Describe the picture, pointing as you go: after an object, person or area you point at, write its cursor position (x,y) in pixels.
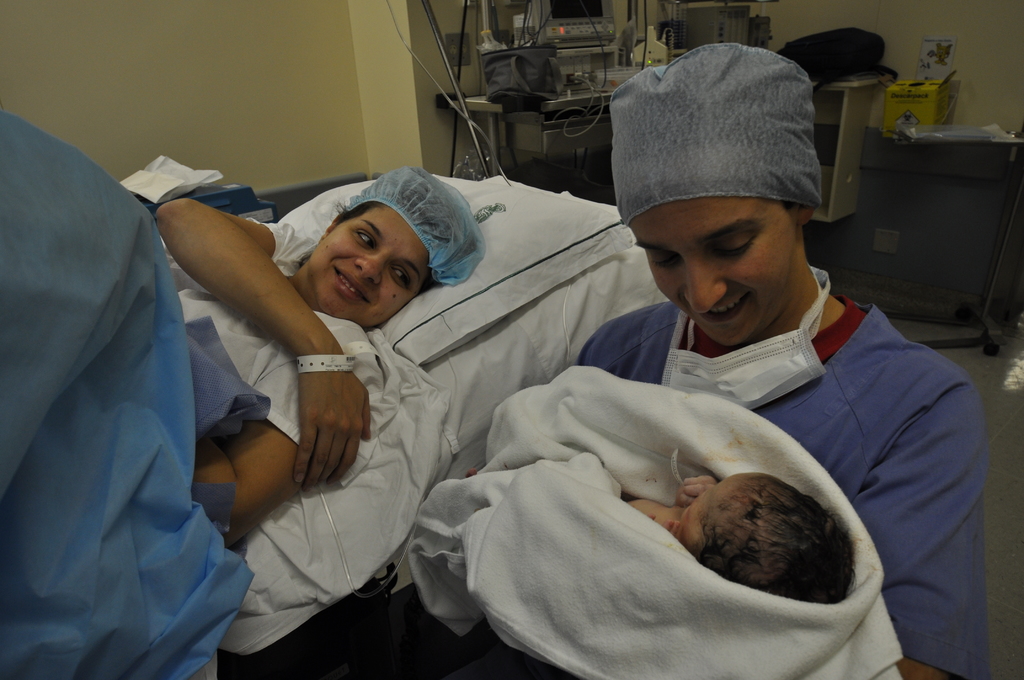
In this image I can see a woman (286,339) laying on bed (590,311) and she is smiling and I can see a blue color cloth (174,307) visible on that woman (270,351) and I can see another woman (804,340) on the right side (979,407), she holding a baby (586,430), she is smiling, at the top (587,55) I can see a machine equipment (586,22) and wires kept on table (476,103) and I can see the wall (476,33).
